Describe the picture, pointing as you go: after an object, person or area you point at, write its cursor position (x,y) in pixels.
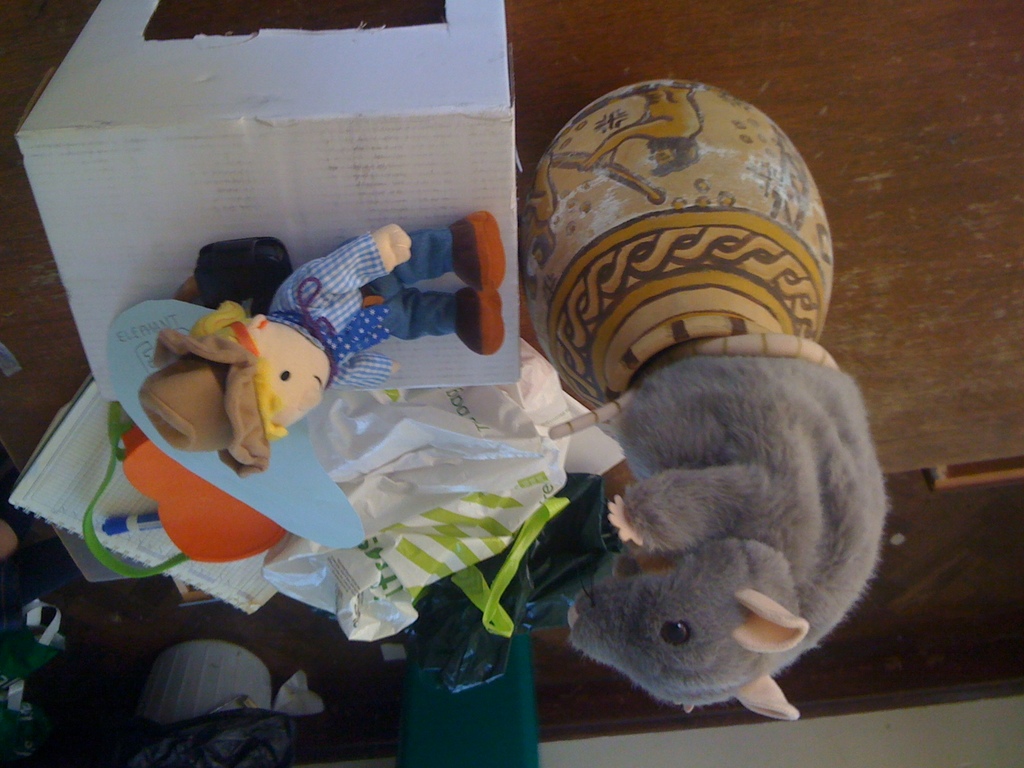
On the table (953,126) we can see pot (758,200), carton box (360,117), toys (762,545), paper (314,437), book (162,562), bag (196,525), pen (112,519) and plastic cover (471,495). On the bottom left (173,648) we can see dustbin (193,665) and black cover (219,751).
